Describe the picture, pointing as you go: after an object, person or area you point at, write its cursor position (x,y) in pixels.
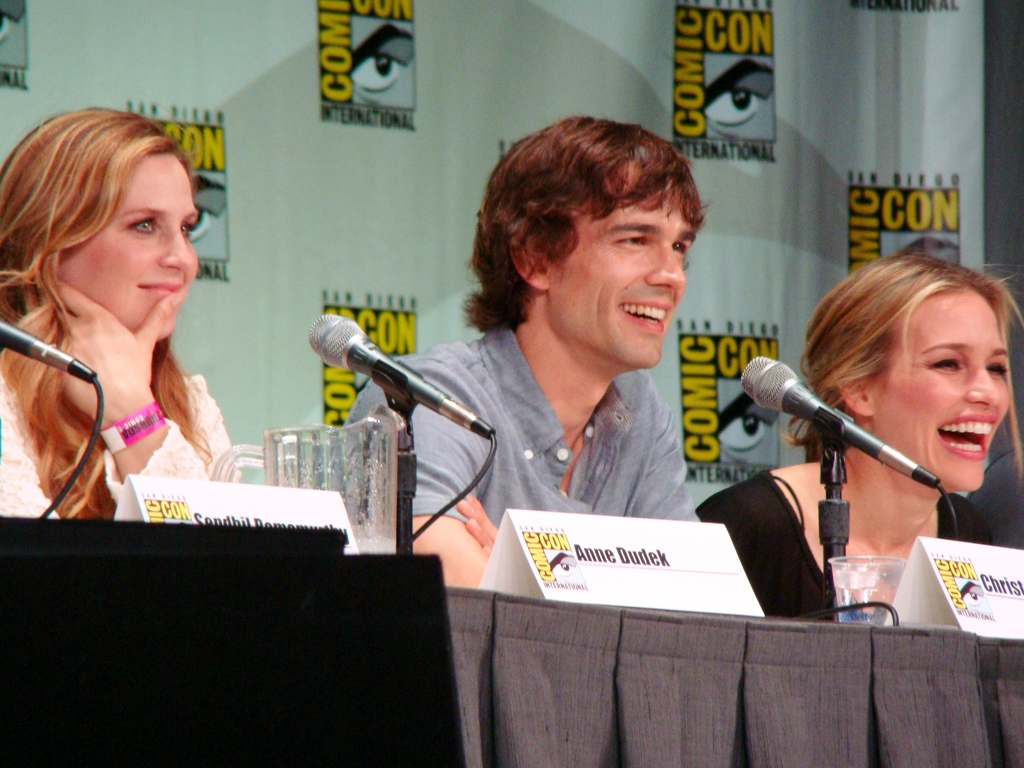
In this image there are three persons (901,428) who are sitting and two persons (582,419) are smiling, and in front of them there is a table (791,620). And on the table (946,640) there are some name plates (639,555), mikes (823,504) and glasses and in the background (407,123) there is one board (245,128). On the board (399,188) there is some text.
